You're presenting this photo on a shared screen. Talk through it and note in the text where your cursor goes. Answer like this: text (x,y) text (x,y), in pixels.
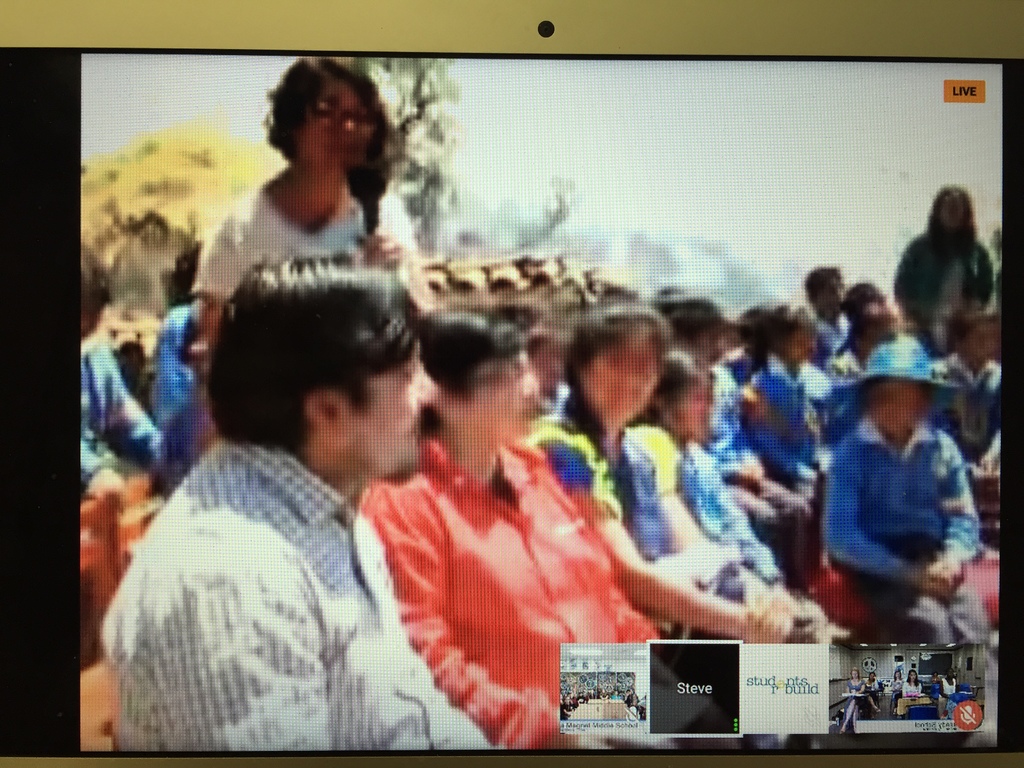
In this image I see a screen (591,287) on which there are number of people (436,395) who are sitting and I see these 2 persons (917,312) are standing and this woman (349,77) is holding a mic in her hand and I see a watermark (949,94) over here and I see few tabs (671,655) over here.
